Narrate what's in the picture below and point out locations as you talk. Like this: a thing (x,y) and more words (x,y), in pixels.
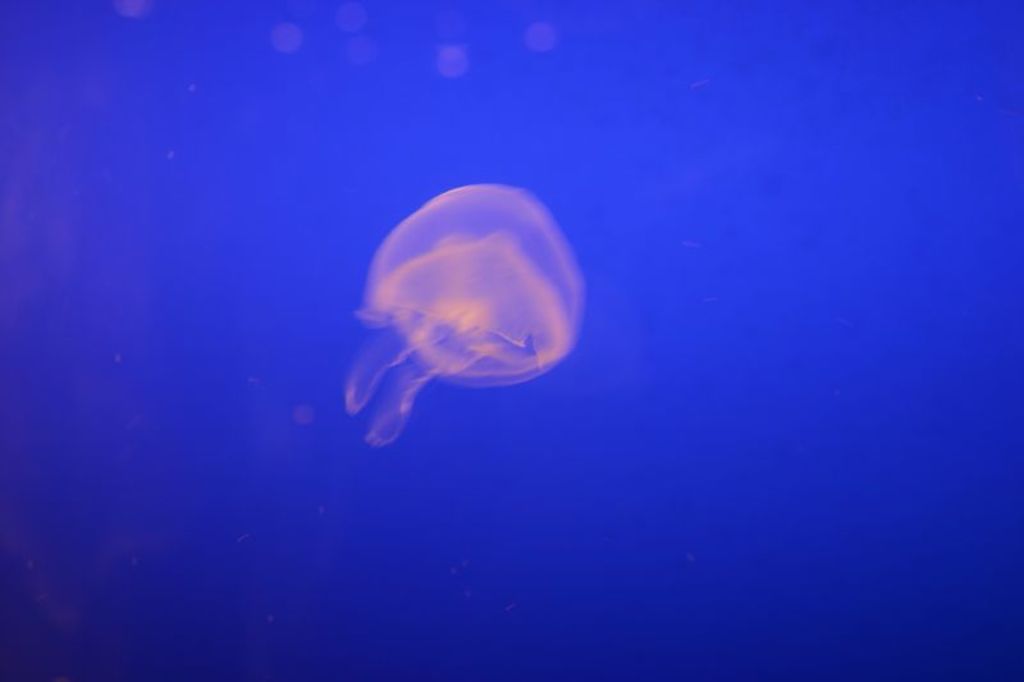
A Jelly fish (485,336) is swimming in the water (654,319).
